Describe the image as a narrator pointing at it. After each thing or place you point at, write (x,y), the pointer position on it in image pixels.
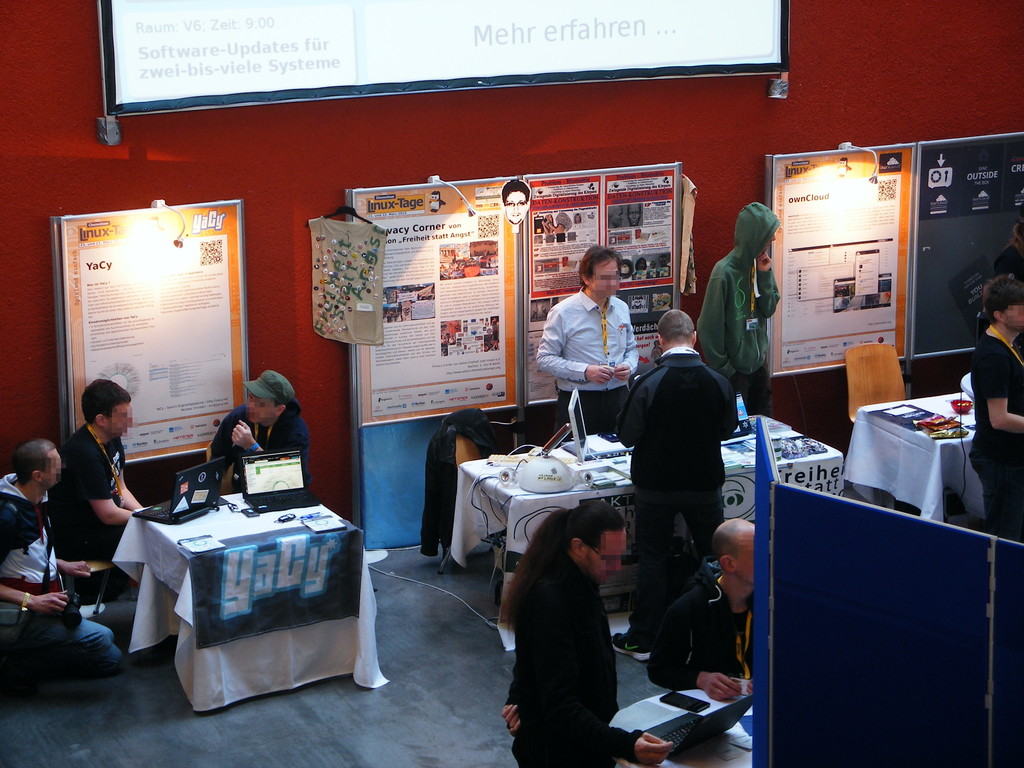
In this image we can see a group of people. We can also see some tables (359,613) containing the laptops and some objects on them. We can also see some boards (214,380) and a display screen (626,77) on a wall (56,110) with some text (394,332) on them. In the foreground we can see a divider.
